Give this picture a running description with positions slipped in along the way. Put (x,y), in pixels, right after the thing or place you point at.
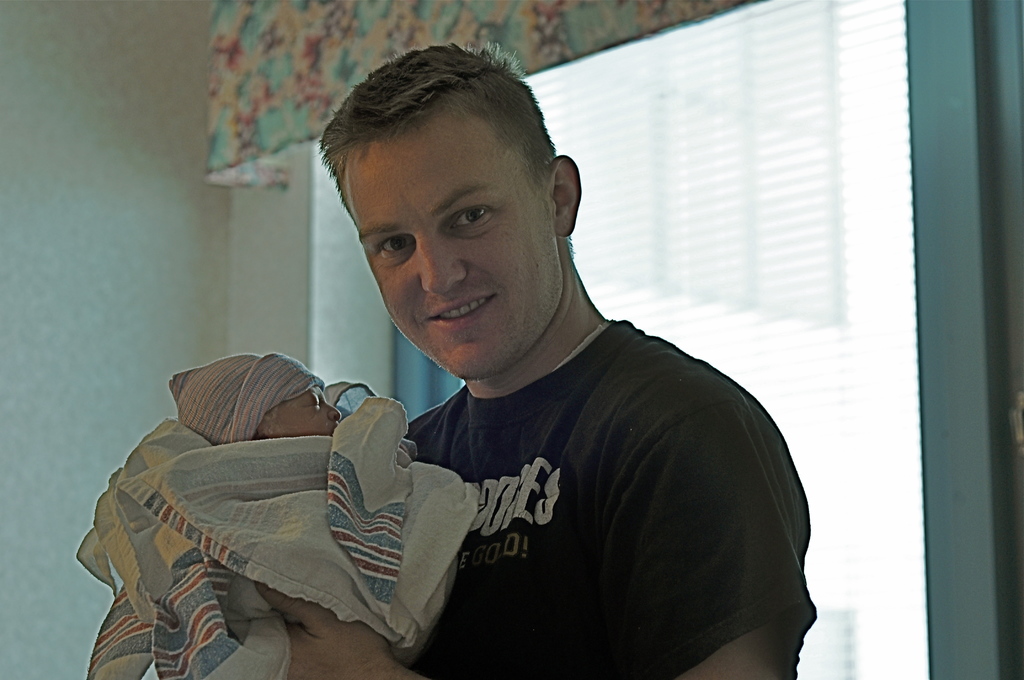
In this image we can see a man (560,460) holding a baby (340,536). In the background (823,132) we can see blinds (846,134) and there is a curtain (557,55). There is a wall (127,186).
